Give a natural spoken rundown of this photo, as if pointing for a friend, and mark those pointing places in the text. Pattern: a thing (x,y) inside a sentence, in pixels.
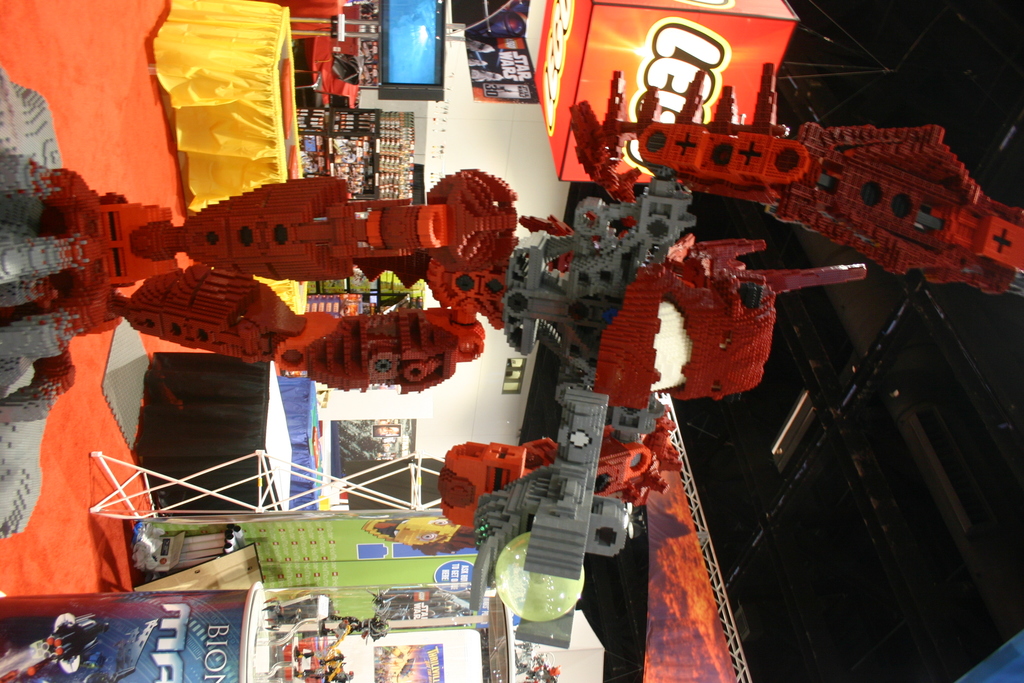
In the center of the image (497,302) there is a robot (466,334). In the background of the image (256,14) there are stalls (339,297). At the bottom of the image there is carpet (66,556). At the top of the image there is ceiling (1003,139).
